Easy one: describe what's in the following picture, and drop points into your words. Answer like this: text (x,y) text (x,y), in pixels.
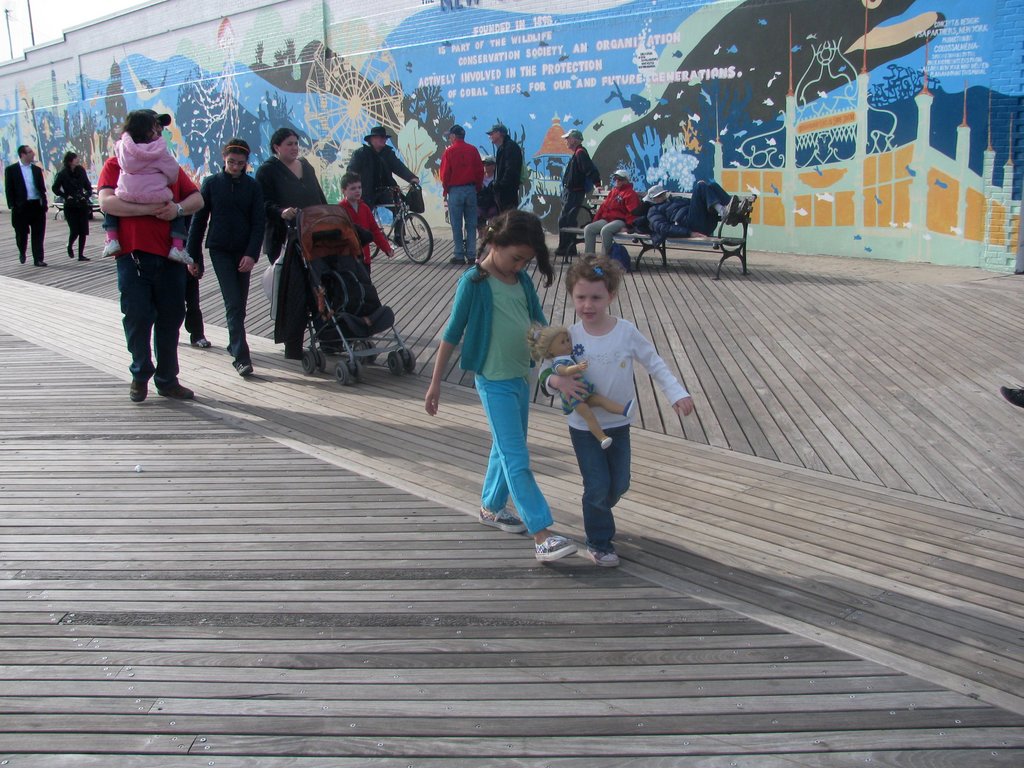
In this picture here are people (151,192) in the center of the image (485,302) and there is a man (659,212) and a woman (630,197) on the bench (592,204), there is painting (488,77) on the wall (249,78) and there are poles (10,23) in the top left side of the image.
